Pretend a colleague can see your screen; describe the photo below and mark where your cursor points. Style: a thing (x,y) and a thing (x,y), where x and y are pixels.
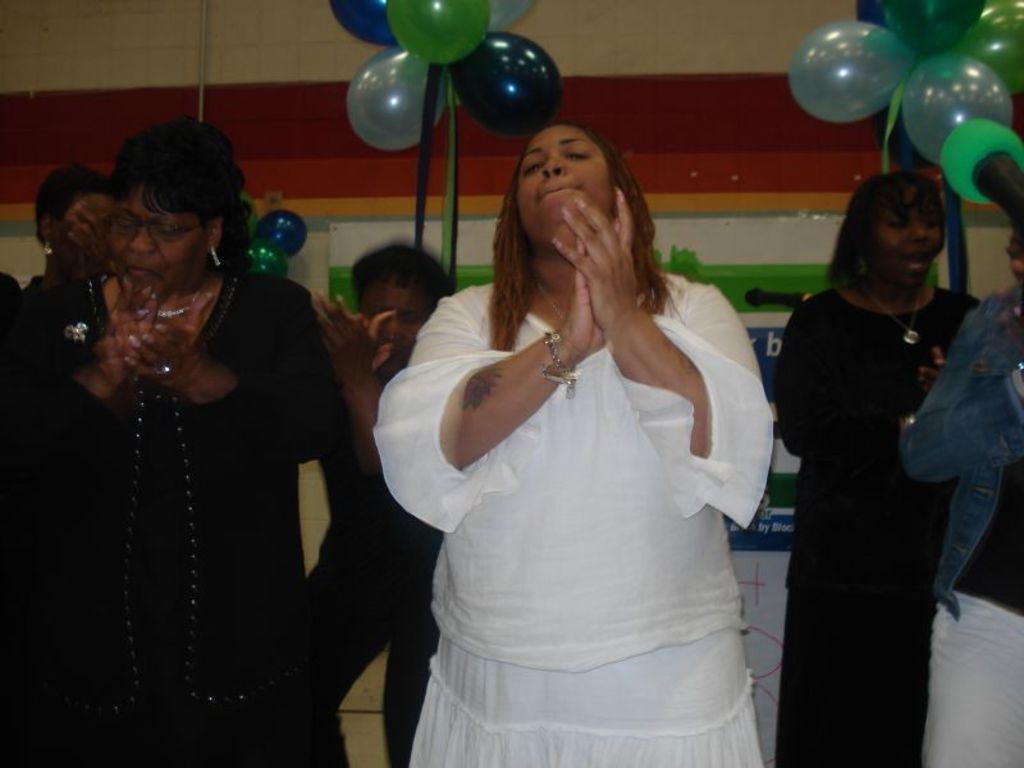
In the foreground of the picture (63,361) there are two women (388,398) clapping. In the background (927,344) there are people (79,212) clapping and there are balloons (873,87), ribbons (898,87), posters (767,334) sticked to the wall (206,88).
